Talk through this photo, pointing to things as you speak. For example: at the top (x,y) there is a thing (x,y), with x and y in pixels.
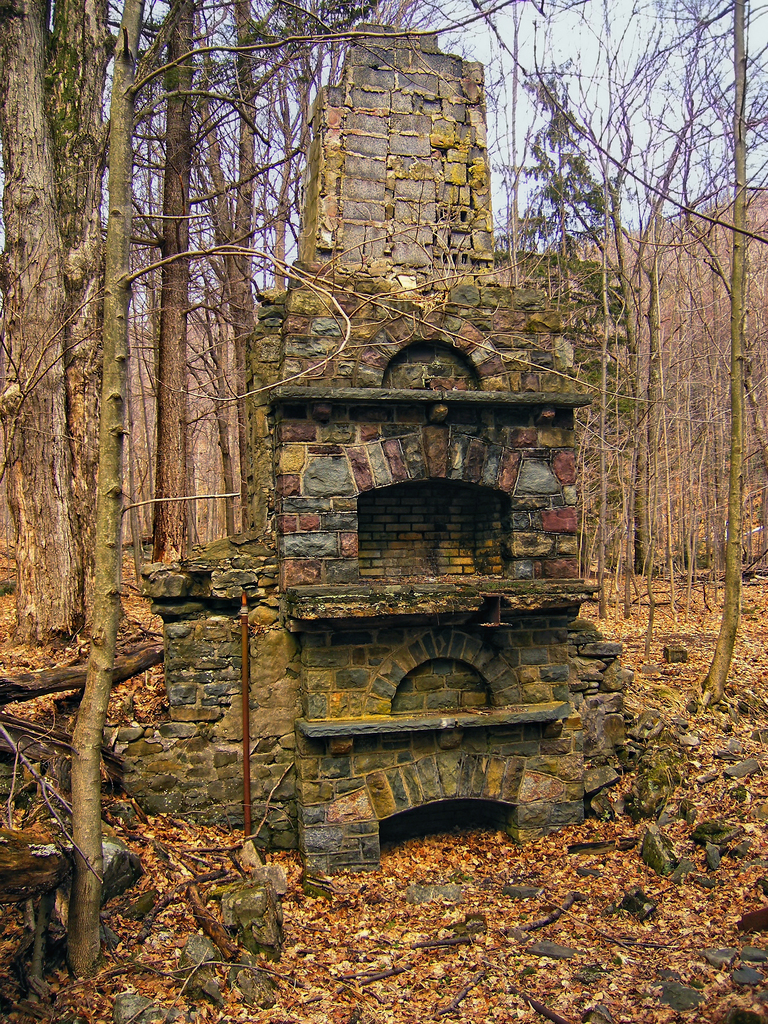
There is a stone chimney (374,509). In the background (634,517) there are trees (624,528). On the ground (377,914) there are rocks (745,771).
